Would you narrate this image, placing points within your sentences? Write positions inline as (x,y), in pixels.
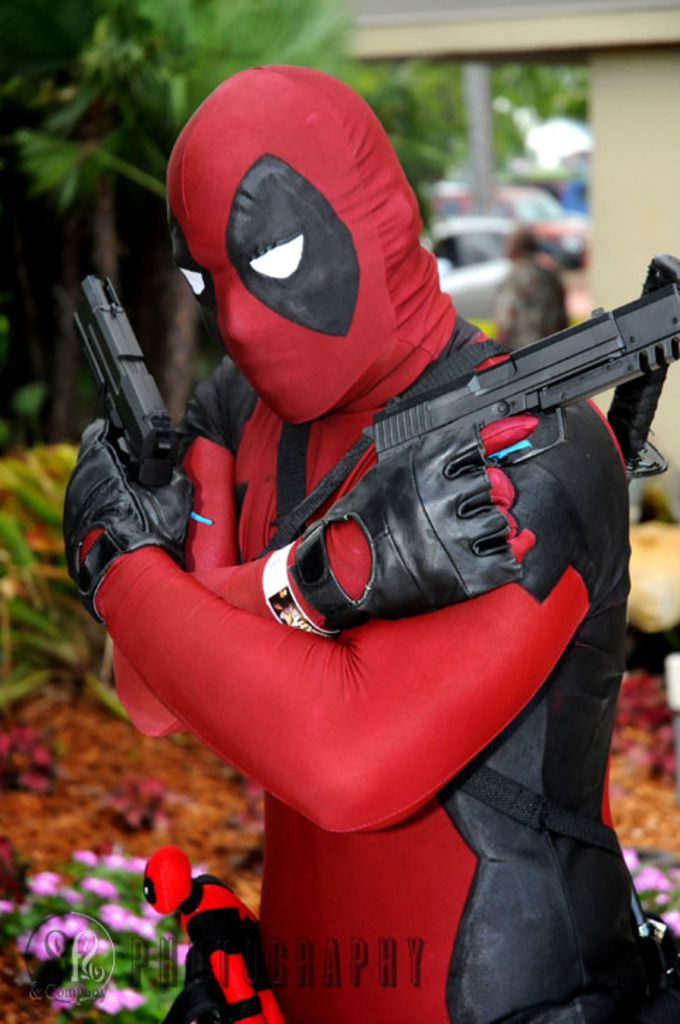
In this picture we can see a person (568,955) wore a costume (171,504) and holding guns (610,319) and at the back of this person (583,982) we can see flowers (50,875), plants (139,792), trees (152,108), vehicle (568,246), building (368,49) and a person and it is blurry.
